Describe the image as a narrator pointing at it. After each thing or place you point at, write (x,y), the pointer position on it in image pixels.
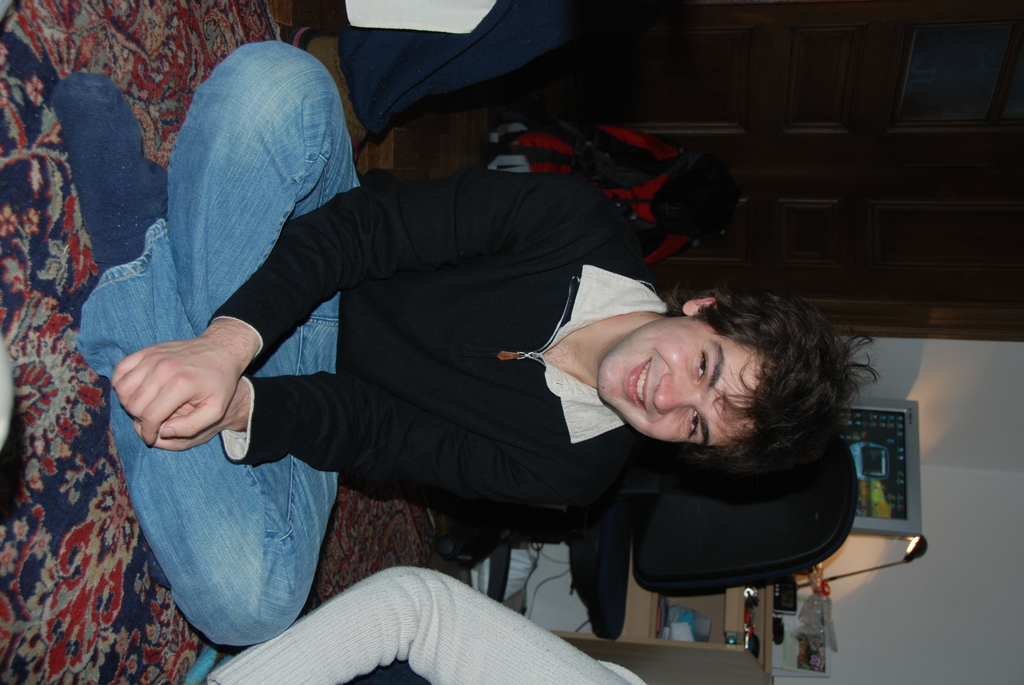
It is a tilted image, there is a man (363,381) sitting on the floor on the carpet (92,66) and he is smiling and looking towards his left. Behind the man (531,332) there is a table (772,597) and in front of the table (726,595) there is a chair (712,536), on the table (762,609) there is a lamp (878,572), a desktop (879,509) and many other things (800,608) were kept. Behind the table (708,642) there is a wall (932,500) and on the either side of the man (327,176) there are two other people (390,45) and they are not clearly visible in the picture.
